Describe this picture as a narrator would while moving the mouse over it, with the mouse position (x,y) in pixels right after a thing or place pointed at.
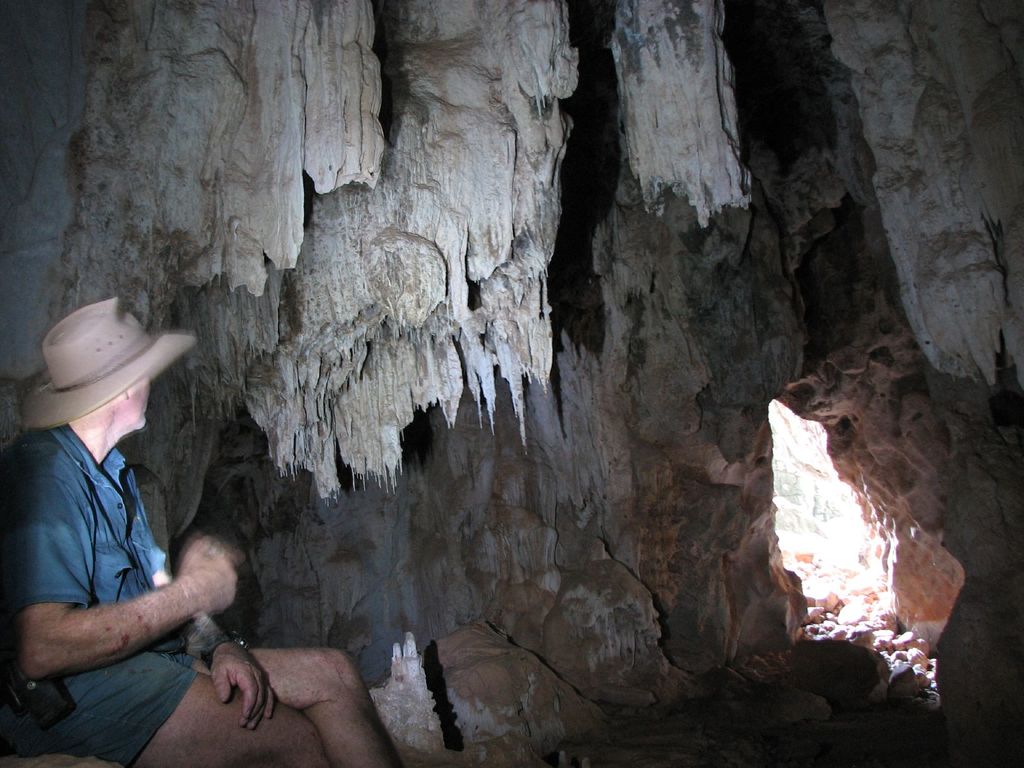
In this image we can see a cave (689,395) and a man (106,499). The man (290,721) is wearing a shirt (116,527), shorts (161,677), watch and a hat (100,382).
